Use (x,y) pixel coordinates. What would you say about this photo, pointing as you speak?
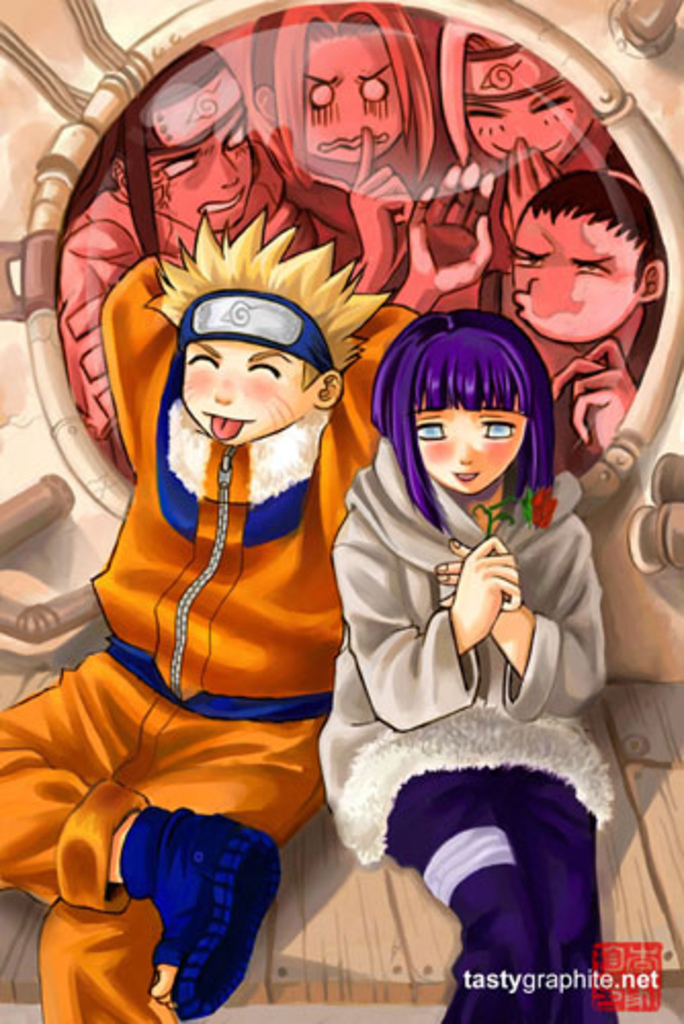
In this picture we can see few cartoon images (316,520), in the bottom right hand corner (622,1005) we can find some text (550,986).
